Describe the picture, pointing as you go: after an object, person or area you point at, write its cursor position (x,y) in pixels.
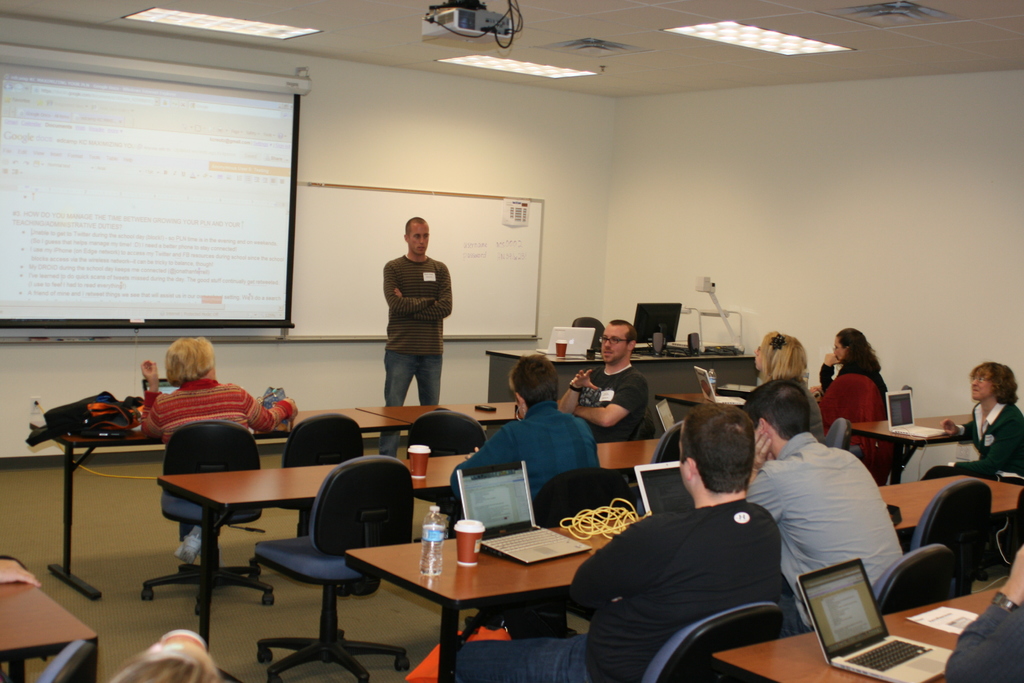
The person (634,382) wearing black dress (604,383) is sitting and speaking and there are group of people (713,437) sitting in chairs (597,494) and there is a table (632,511) in front of them which has laptops (655,509) on it and there is a projected image (153,187) in the left corner (199,202) and there is a person (425,247) standing beside it.
